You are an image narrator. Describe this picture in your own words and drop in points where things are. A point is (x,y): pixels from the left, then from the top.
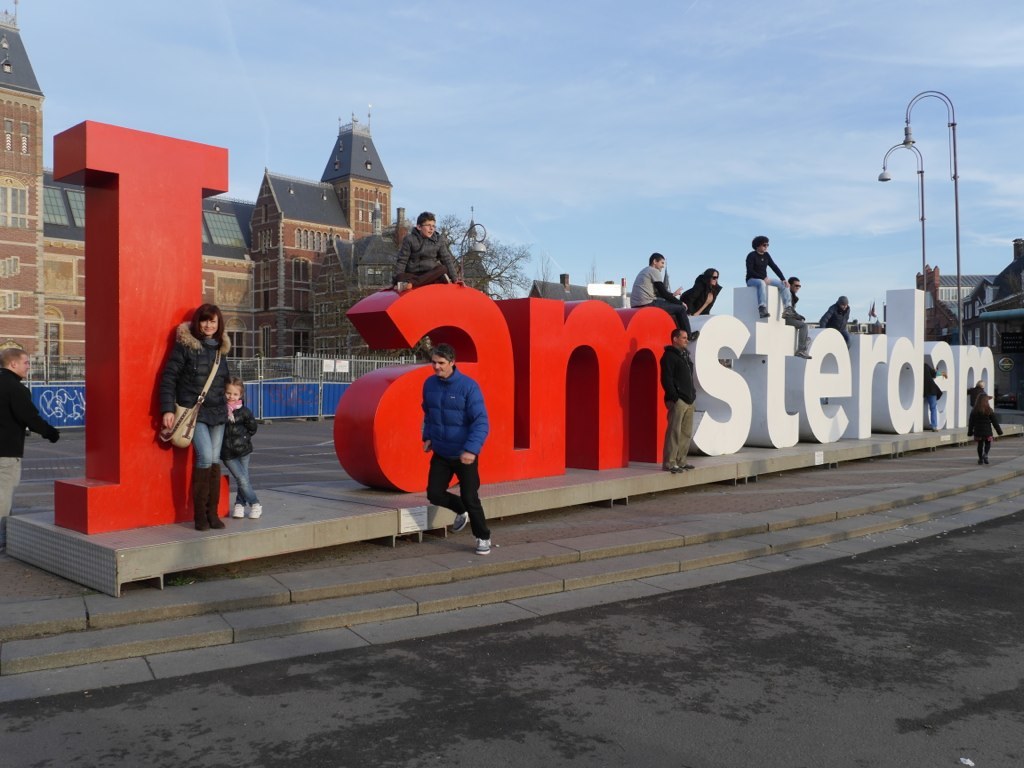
There is a road (793,645). Near to that there are steps (542,552). And there is a platform (276,516). On that something is written. Some people (458,433) are standing, sitting and walking near to that. Also there are poles (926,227). In the background (203,247) there are trees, buildings (274,234), sky (591,138) and railings (279,375).
